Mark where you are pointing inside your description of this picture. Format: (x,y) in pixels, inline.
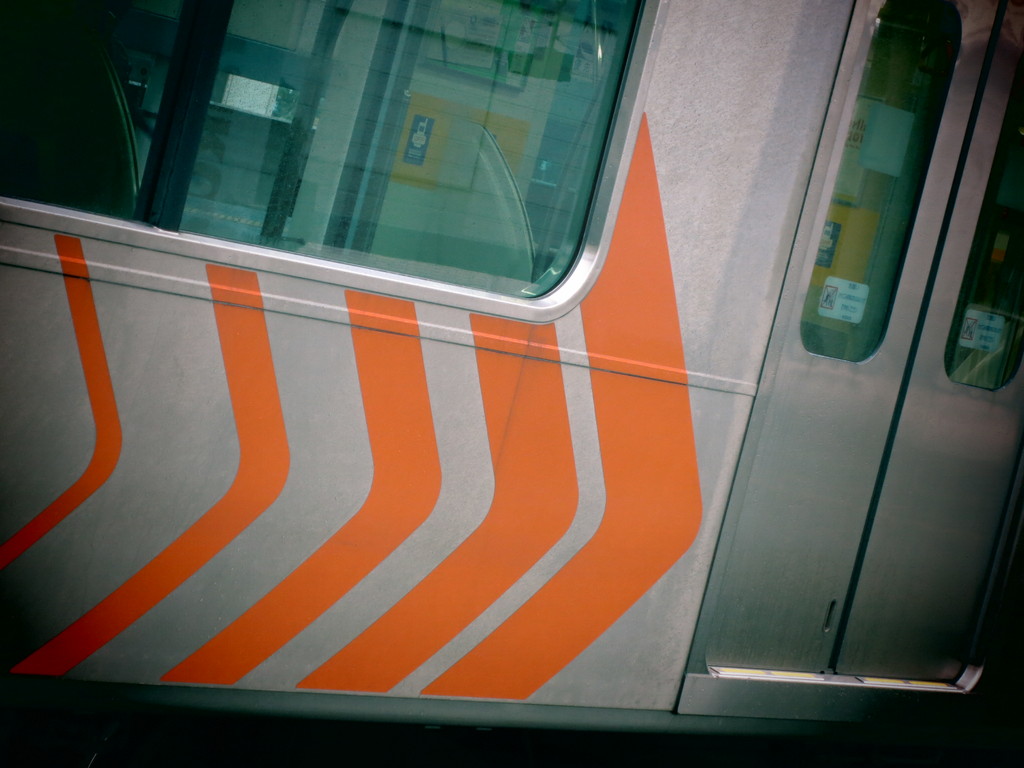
In this image I can see metal doors (875,377) and window (277,131) seems like a metro train (352,147).
